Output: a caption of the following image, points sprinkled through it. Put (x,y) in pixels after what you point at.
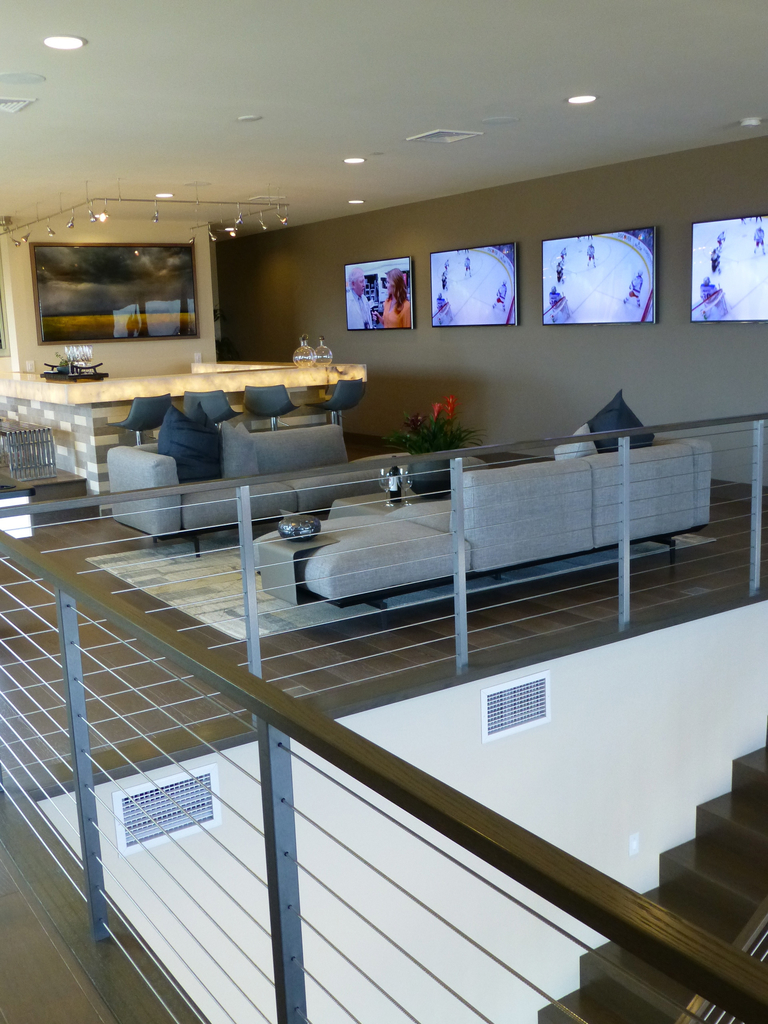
In this picture we can see two sofas (266,472) and pillows (237,442) on it. And a table (350,510) in between two sofas (368,485). And we can see four chairs (268,407). To the right corner (732,272) we can see four tv screens (547,285). And a small plant (438,429) with flower (453,411). And to the left corner (127,307) there is frame (136,266). And to the bottom right corner (698,873) there are steps (720,846).
